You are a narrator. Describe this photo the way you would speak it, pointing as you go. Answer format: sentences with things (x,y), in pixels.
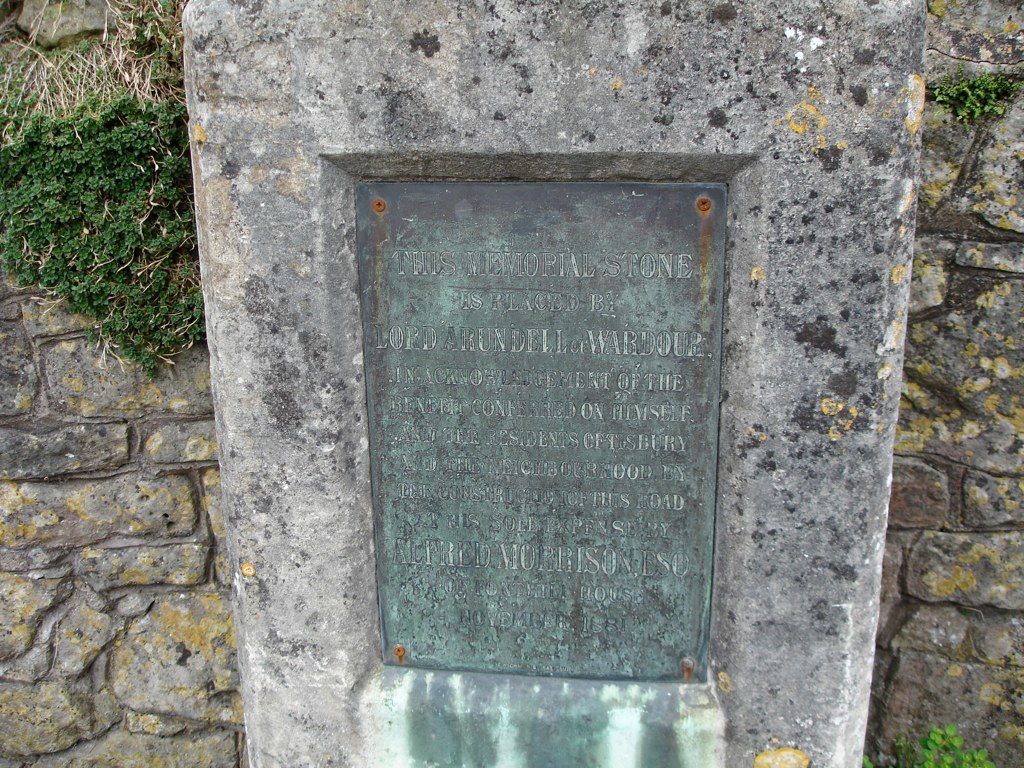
Something written on this stone (276,508). Here we can see plants (113,202). This is rock wall (985,384).
